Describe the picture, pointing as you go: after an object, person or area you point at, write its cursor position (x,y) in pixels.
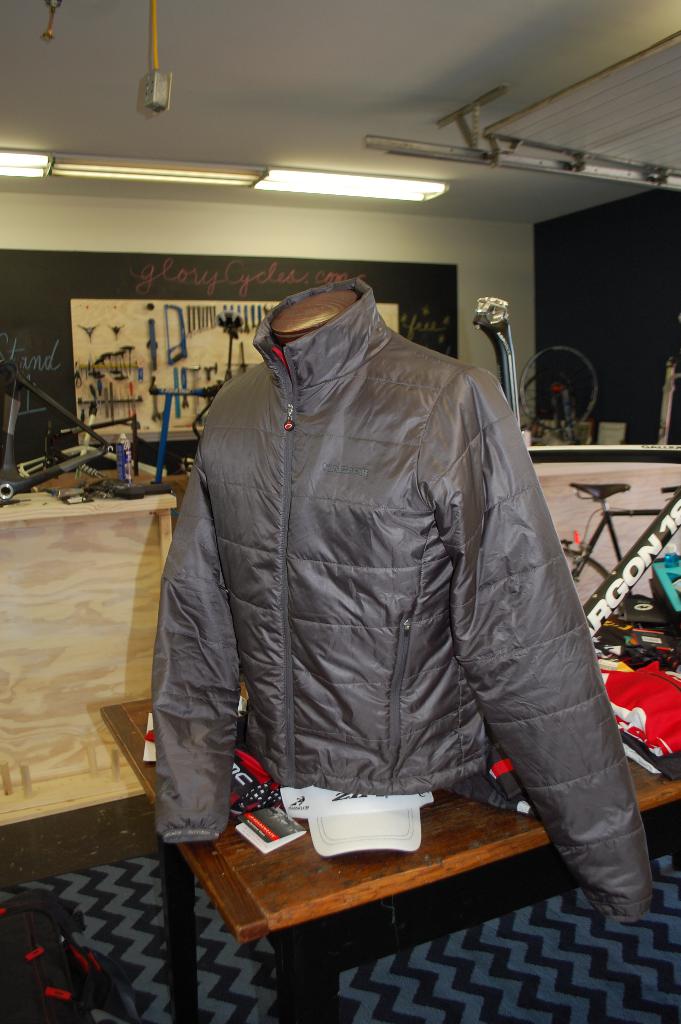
There is a coat (446,622) on a table (280,877). In the background (612,507) we can see bicycle (100,445), table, spare parts (90,424) of a bicycle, wall (342,247), lights (203,169).
